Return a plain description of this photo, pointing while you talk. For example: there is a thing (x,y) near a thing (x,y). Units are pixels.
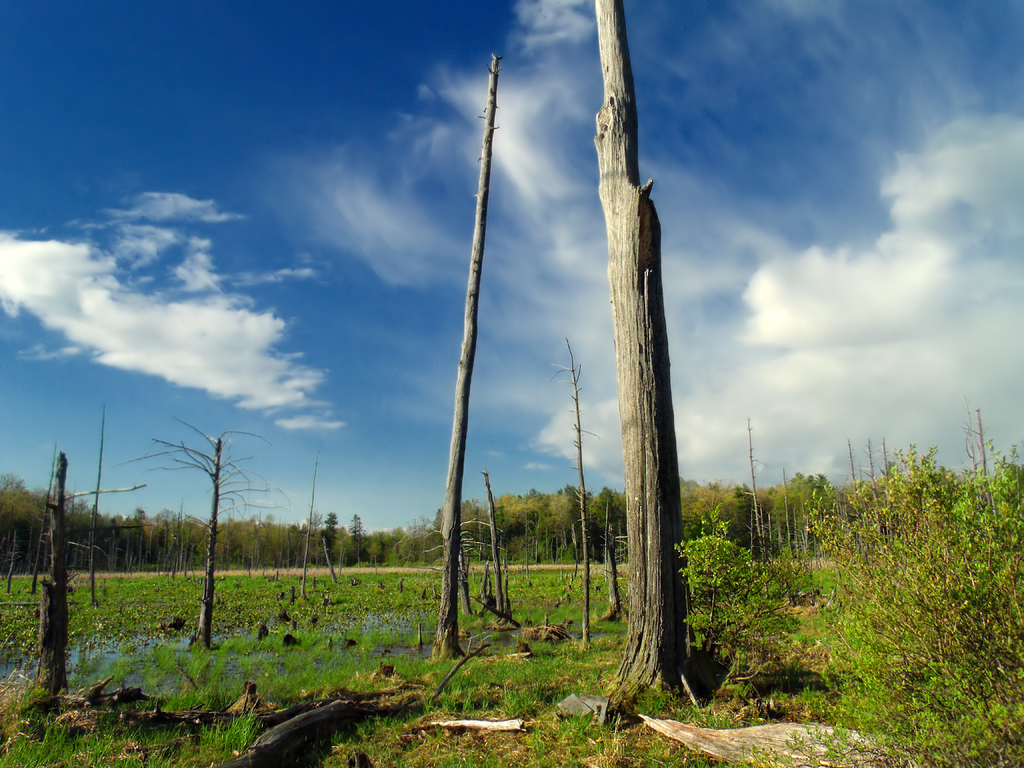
In this image there are few trees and few trunks (295,704) of the trees (371,558), plants (327,621), a few sticks (278,710) on the ground (307,666), grass (336,593) and some clouds (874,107) in the sky (417,425).
